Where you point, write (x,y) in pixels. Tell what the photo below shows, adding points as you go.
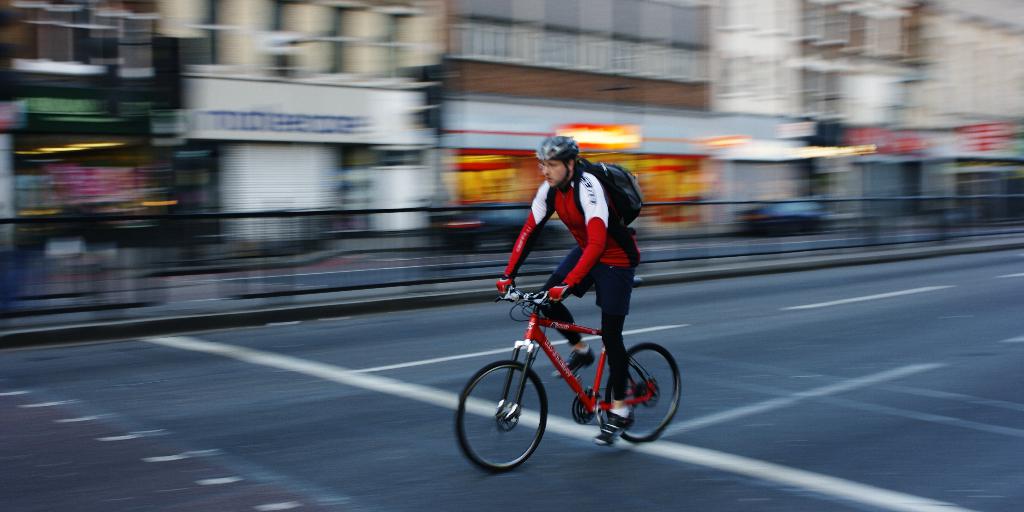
In this picture we can see a man (591,349) wore a helmet (545,149) and carrying a bag (608,190) and riding a bicycle (634,401) on the road (856,280) and in the background (717,180) we can see buildings (388,47), fence (128,286), some objects (115,166) and it is blurry.
